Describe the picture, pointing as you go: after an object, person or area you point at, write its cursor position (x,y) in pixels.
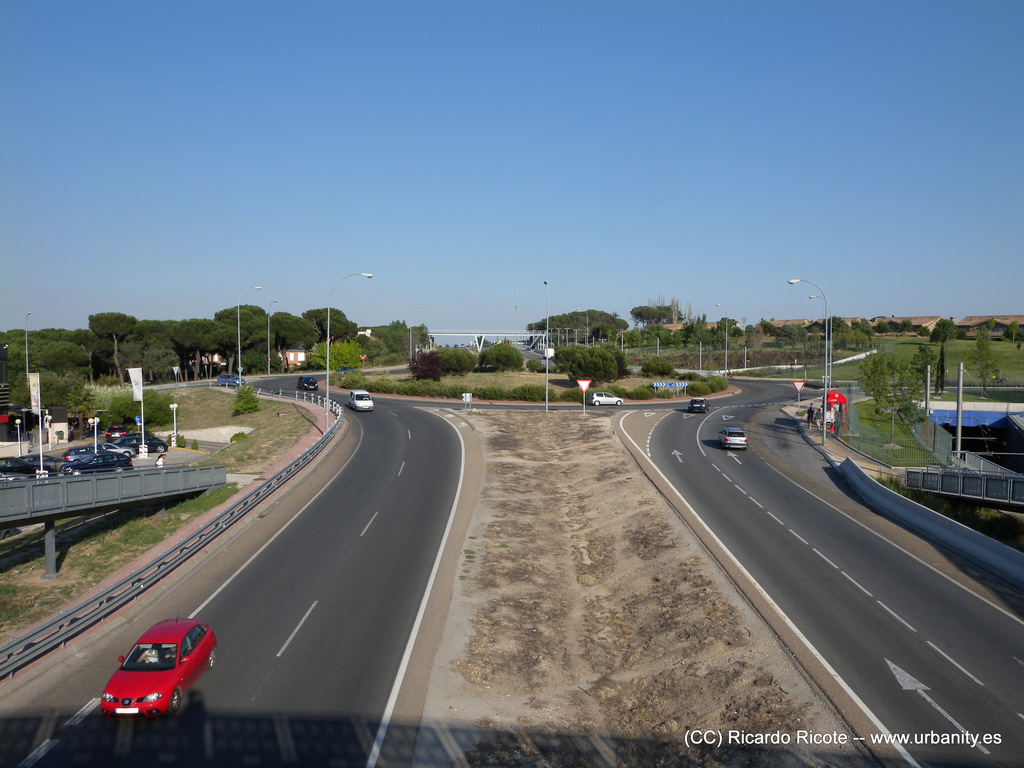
In this image I see the road (404,441) on which there are number of vehicles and I see number of poles (146,449) and I see the grass (181,424) and in the background (86,373) I see number of trees (583,338) and I see the clear sky (756,246) and I see the watermark (737,743) over here.
